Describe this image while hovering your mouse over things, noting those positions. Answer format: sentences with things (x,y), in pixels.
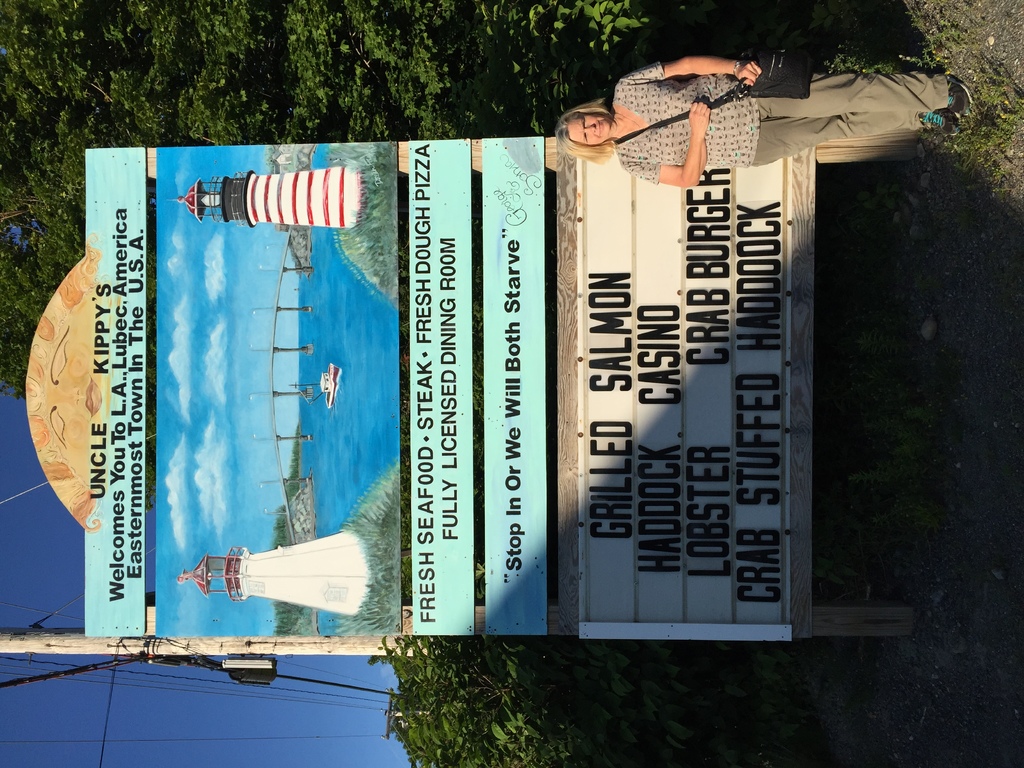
In this picture, we see the woman (724,108) in grey T-shirt (726,110) is standing. Behind her, we see a board (369,321) in blue color with some text (427,467) written on it. Beside that, we see an electric pole (125,651) and wires (174,659). On the right side (863,258), we see the grass (965,132). There are trees (555,706) in the background (395,701). In the left bottom of the picture (111,690), we see the sky (79,703), which is blue in color.
